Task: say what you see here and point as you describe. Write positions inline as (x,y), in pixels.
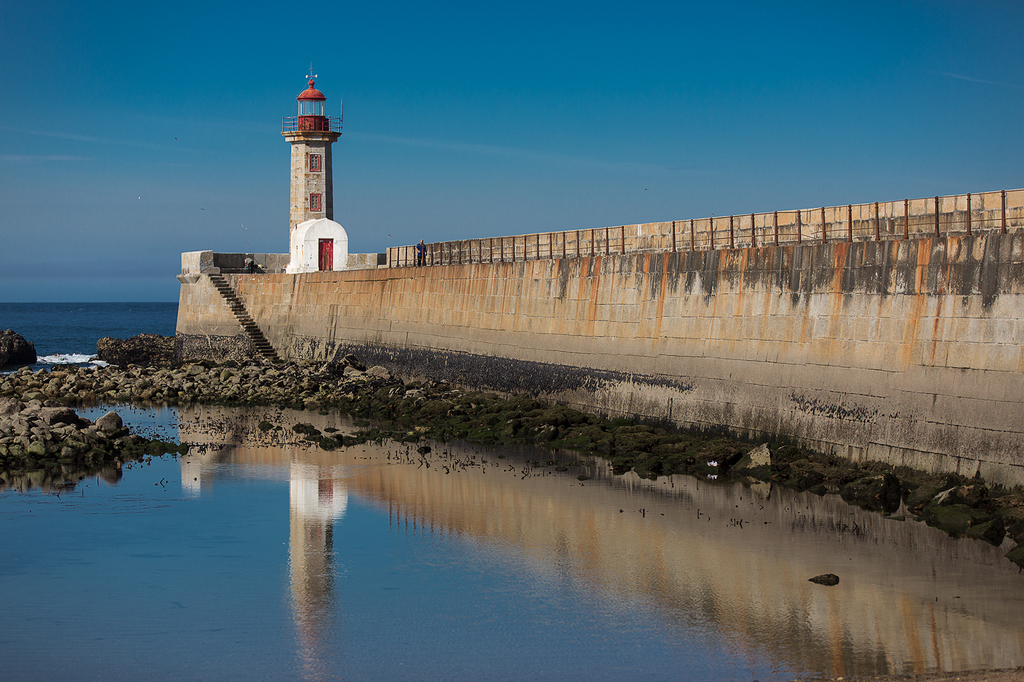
In this image we can see the light house (315,204), wall (477,333) and also stairs (268,352). Image also consists of rocks (273,369). In the background (796,38) we can see the sky (613,96) and at the bottom (294,562) there is water (605,535).
